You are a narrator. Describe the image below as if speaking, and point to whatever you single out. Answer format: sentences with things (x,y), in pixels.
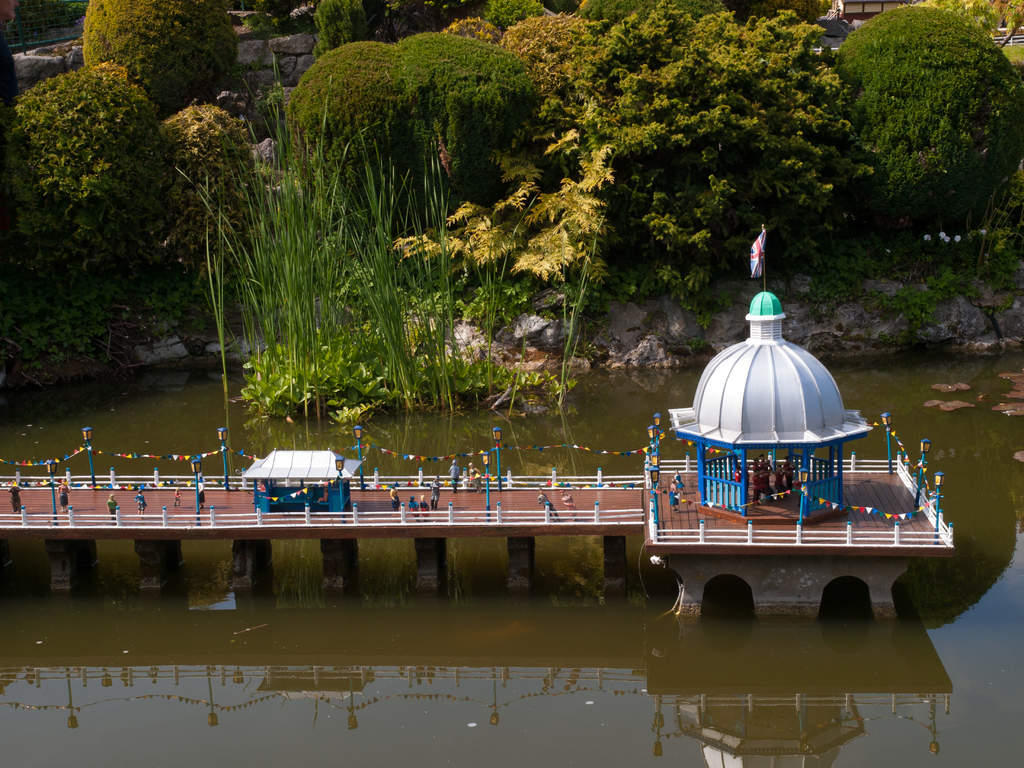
In this image we can see the bridge construction (441,513) and here we can see the pillars (70,579) in the water (369,610). Here we can see the dome construction (729,396) and there is a flag (759,250) at the top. Here we can see a few people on the bridge (304,536). In the background (544,279), we can see the bushes (215,166) and trees (669,178).
